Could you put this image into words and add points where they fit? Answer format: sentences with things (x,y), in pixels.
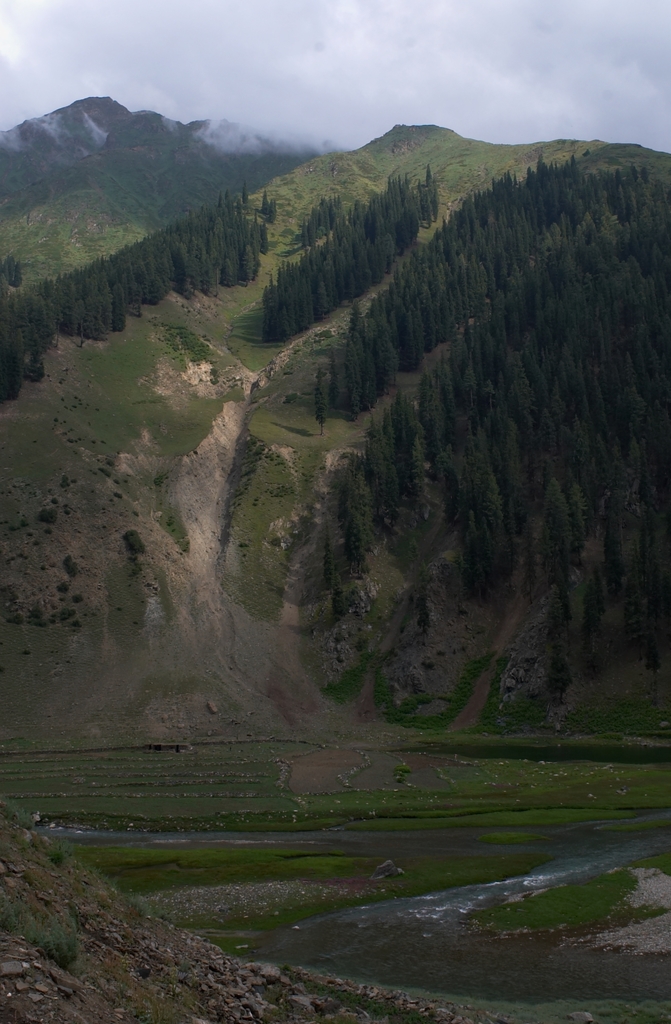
In this image there is water (365,848), grass (372,822), plants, trees (639,619), hills (253,295), sky (19,108).
